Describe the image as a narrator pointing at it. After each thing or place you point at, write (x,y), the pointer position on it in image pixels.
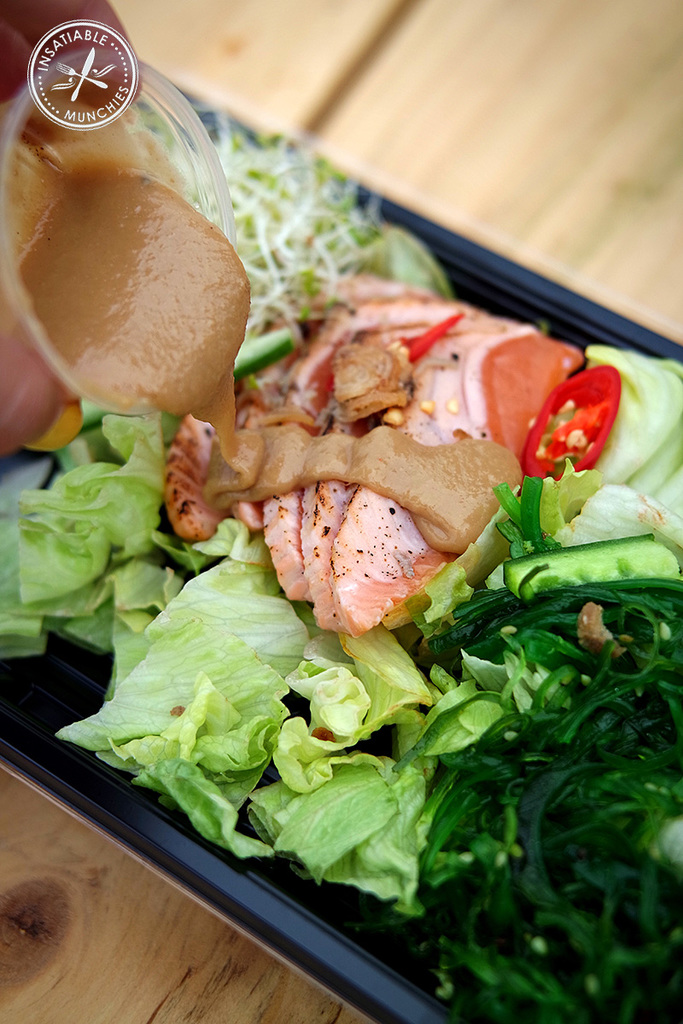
In this image we can see some food (424,486) in a plate (151,857) which is placed on the wooden surface (204,915). At the top left (179,332) we can see the hand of a person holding a glass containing sauce (159,364) in it.
